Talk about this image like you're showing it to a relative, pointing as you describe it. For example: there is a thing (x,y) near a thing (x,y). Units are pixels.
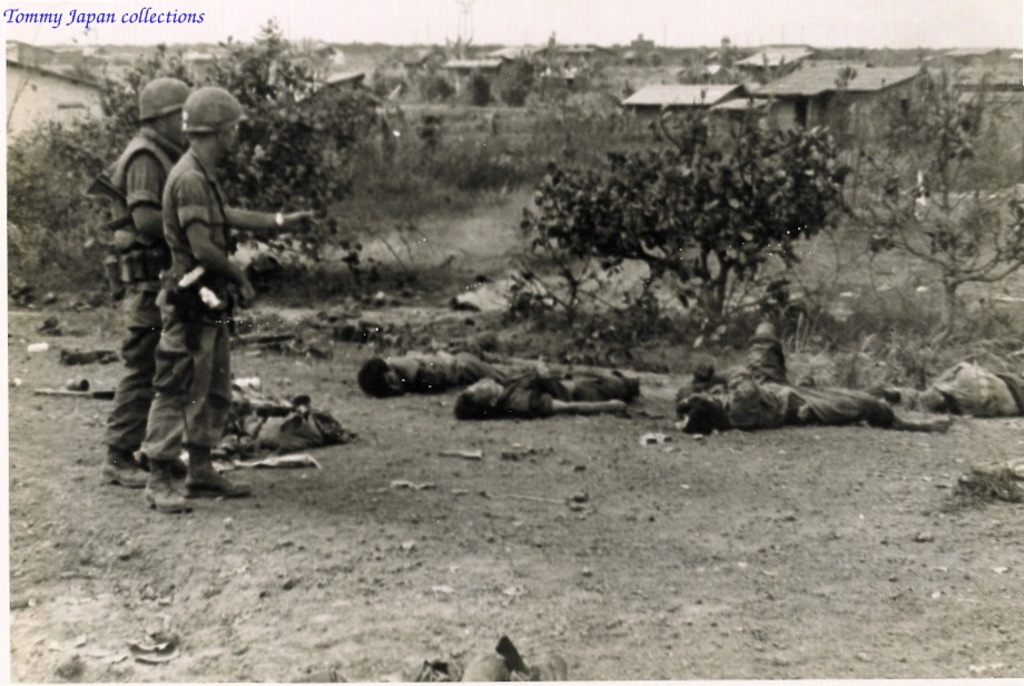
In the picture I can see two men (164,130) standing on the ground (66,326) and there is a hard hat (162,112) on their heads (173,120). I can see few people (687,412) on the ground (642,430). In the background (553,308), I can see houses (204,59) and trees (202,72).
